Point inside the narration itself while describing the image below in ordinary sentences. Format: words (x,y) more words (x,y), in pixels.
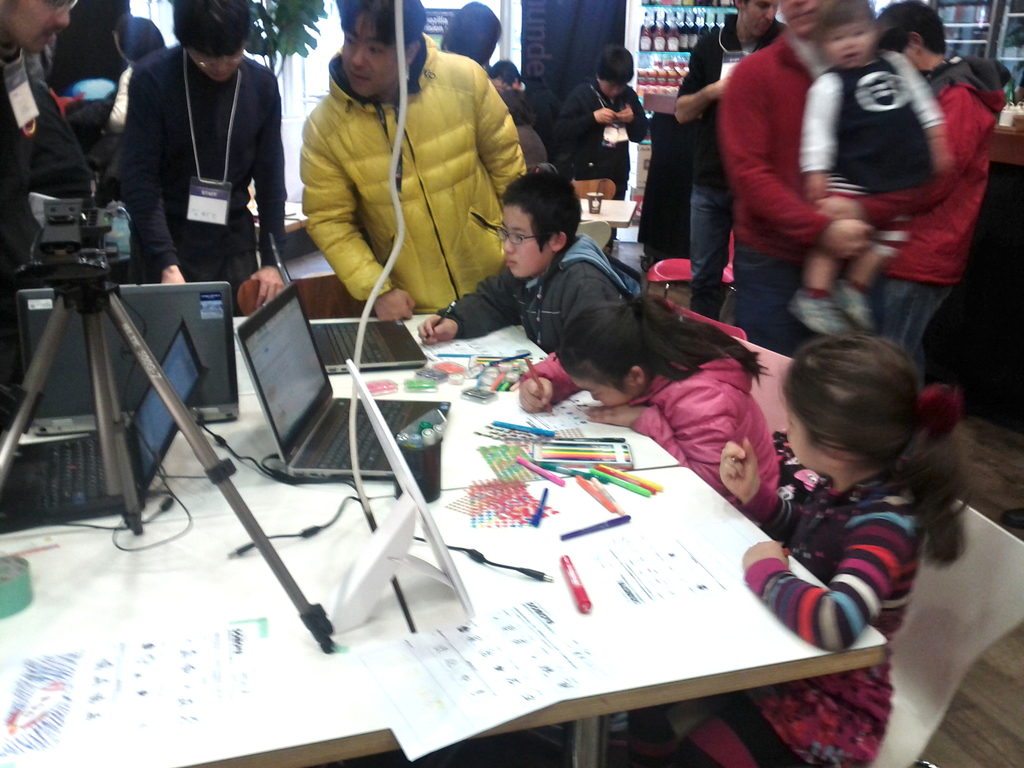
In this image, we can see some persons (817,110) standing and wearing clothes (577,109). There are three kids (612,308) sitting on chairs (945,590) in front of the table (806,662). This table (647,687) contains laptops (335,341), sketch pens (539,429) and camera stand (104,298).
